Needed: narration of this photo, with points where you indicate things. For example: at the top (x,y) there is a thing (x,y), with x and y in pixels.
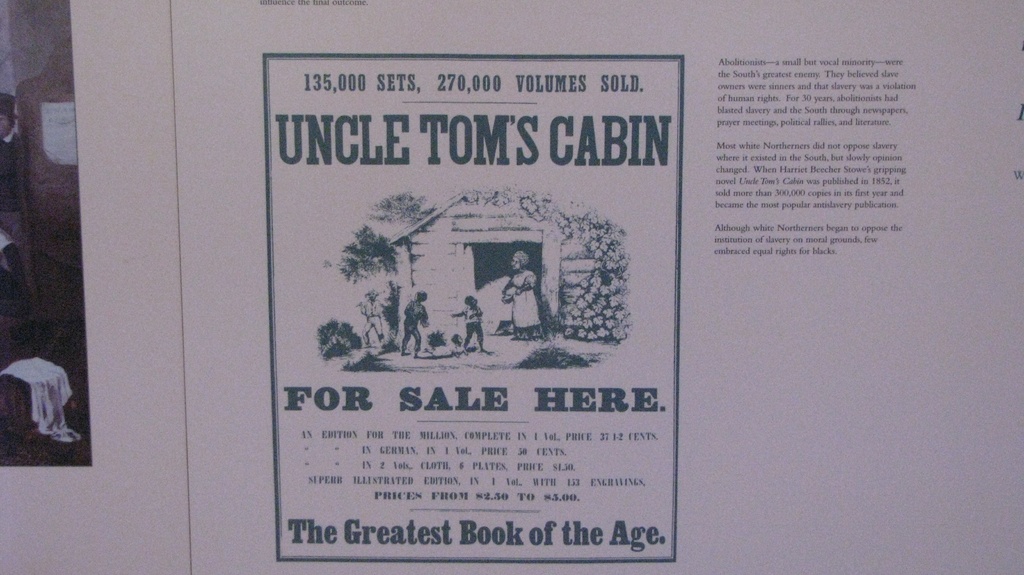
In this image there are some images (26,210) of a few people (517,306) and some text (488,442).
